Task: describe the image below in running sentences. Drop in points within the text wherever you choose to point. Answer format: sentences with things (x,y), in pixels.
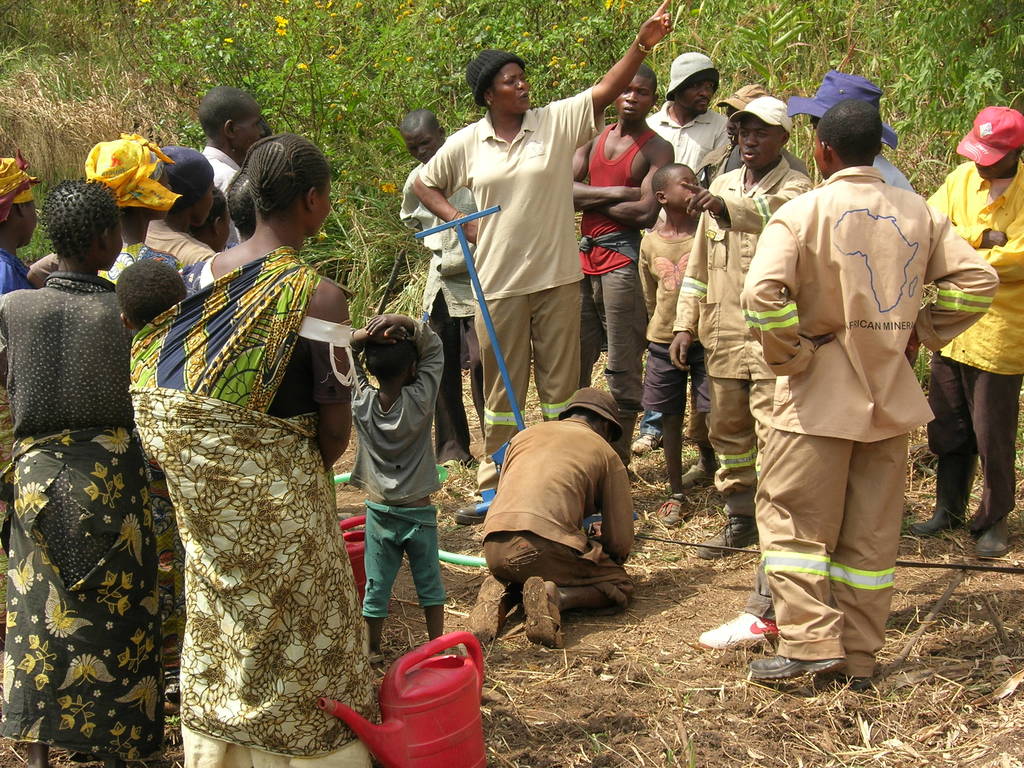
In the picture we can see a group of people (307,629) standing and in the middle of them, we can see one man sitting on the knee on the surface (612,634) of some dried grass (898,629) and in the background (113,71) we can see full of plants (78,110).
